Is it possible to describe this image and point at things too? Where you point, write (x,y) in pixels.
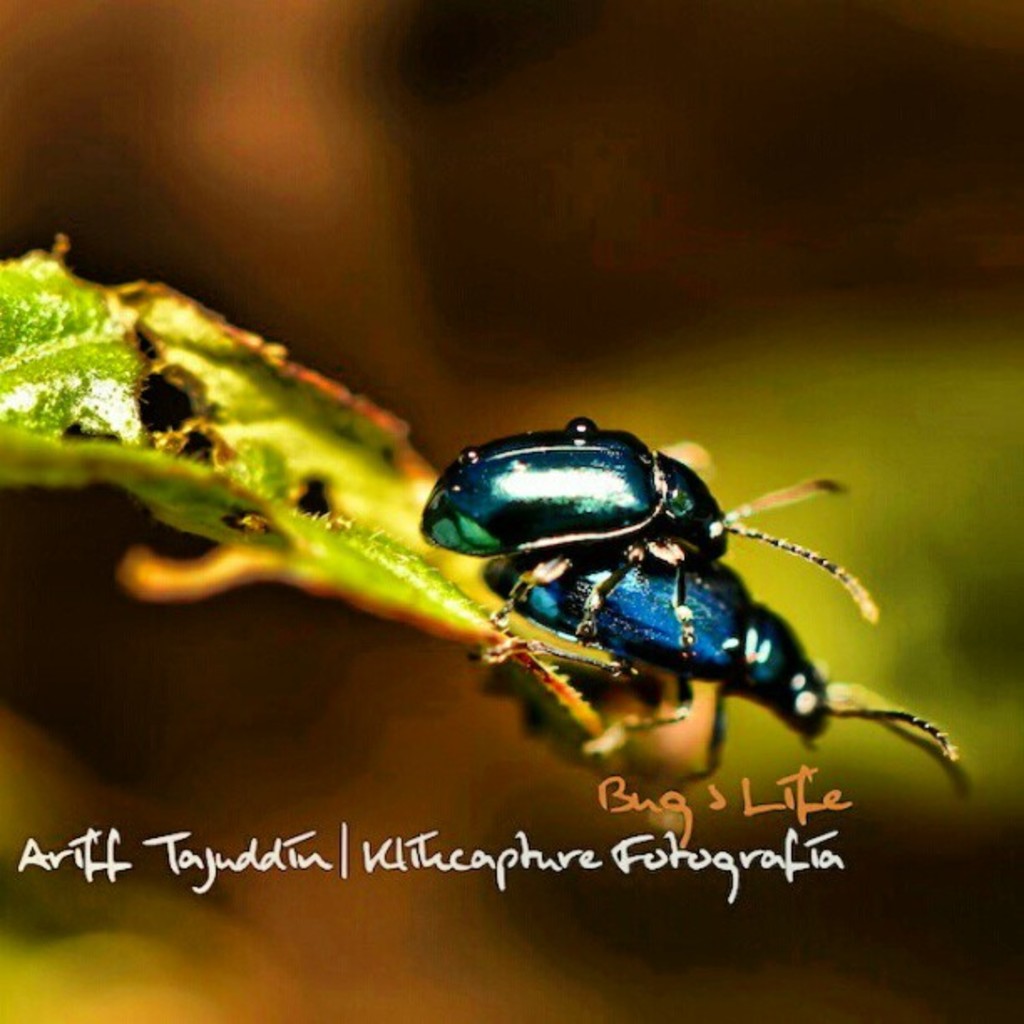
In the picture we can see an insect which is black in color on another insect (827,706) which is some blue and black in color on the leaf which is green in color, and some wordings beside it as bug's life.
